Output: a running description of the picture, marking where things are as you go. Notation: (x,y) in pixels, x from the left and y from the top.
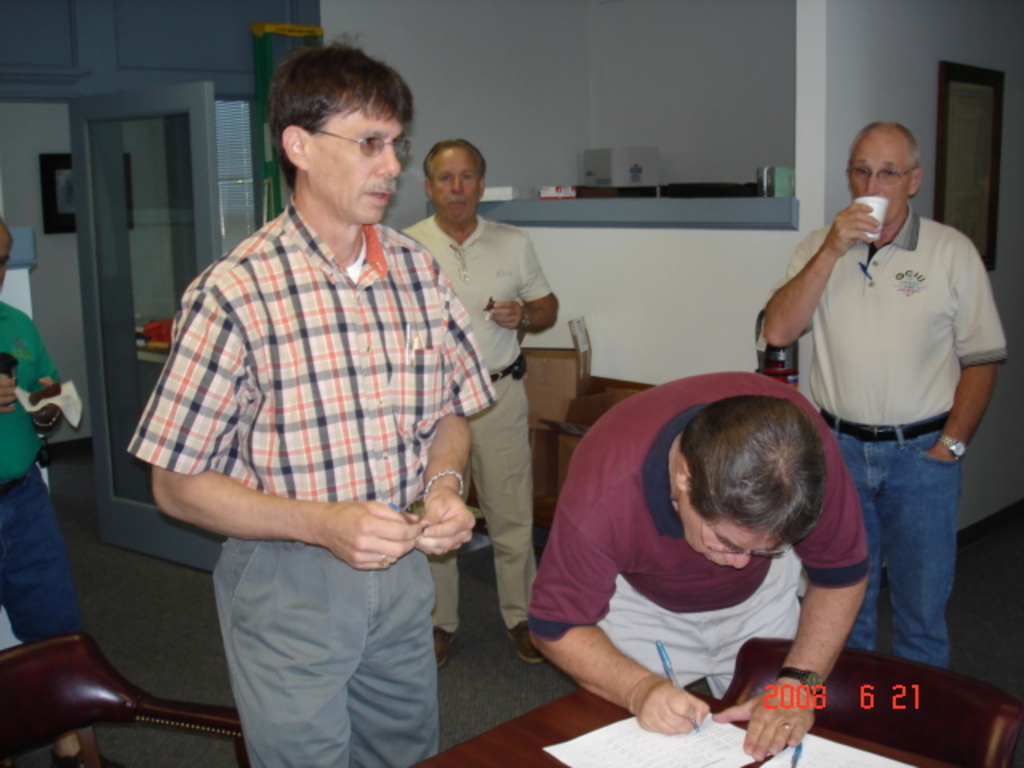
In the picture we can see a five men (331,456) standing at a certain place, one man (594,568) is signing something on the paper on the table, in the background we can see a walls (688,153), door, a glasses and boxes (566,465).
